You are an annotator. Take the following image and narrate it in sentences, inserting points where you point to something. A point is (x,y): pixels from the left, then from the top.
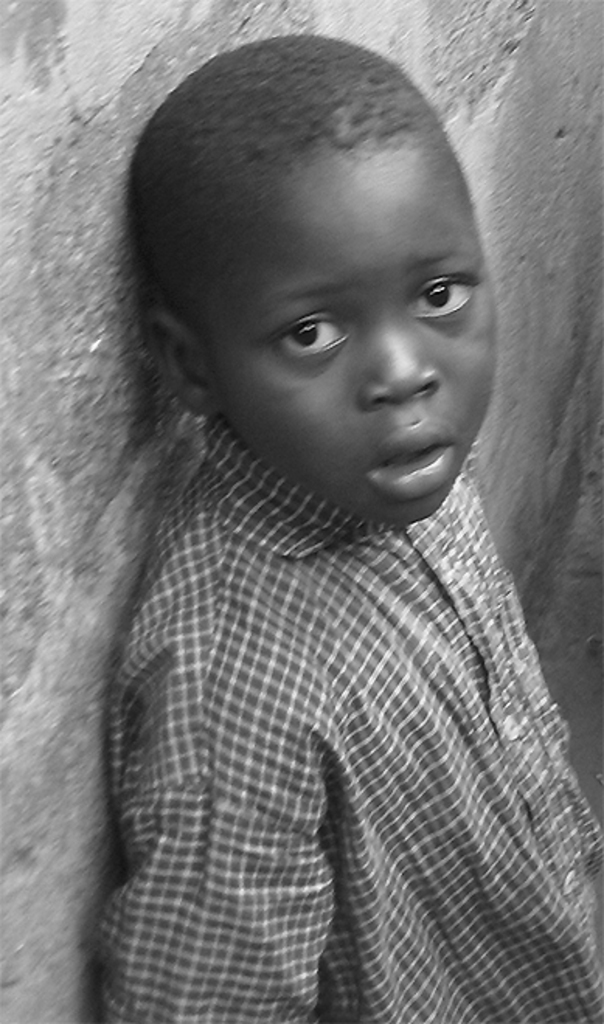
This is a black and white image, in this image there is a boy (424,744) standing near a wall (117,42).
